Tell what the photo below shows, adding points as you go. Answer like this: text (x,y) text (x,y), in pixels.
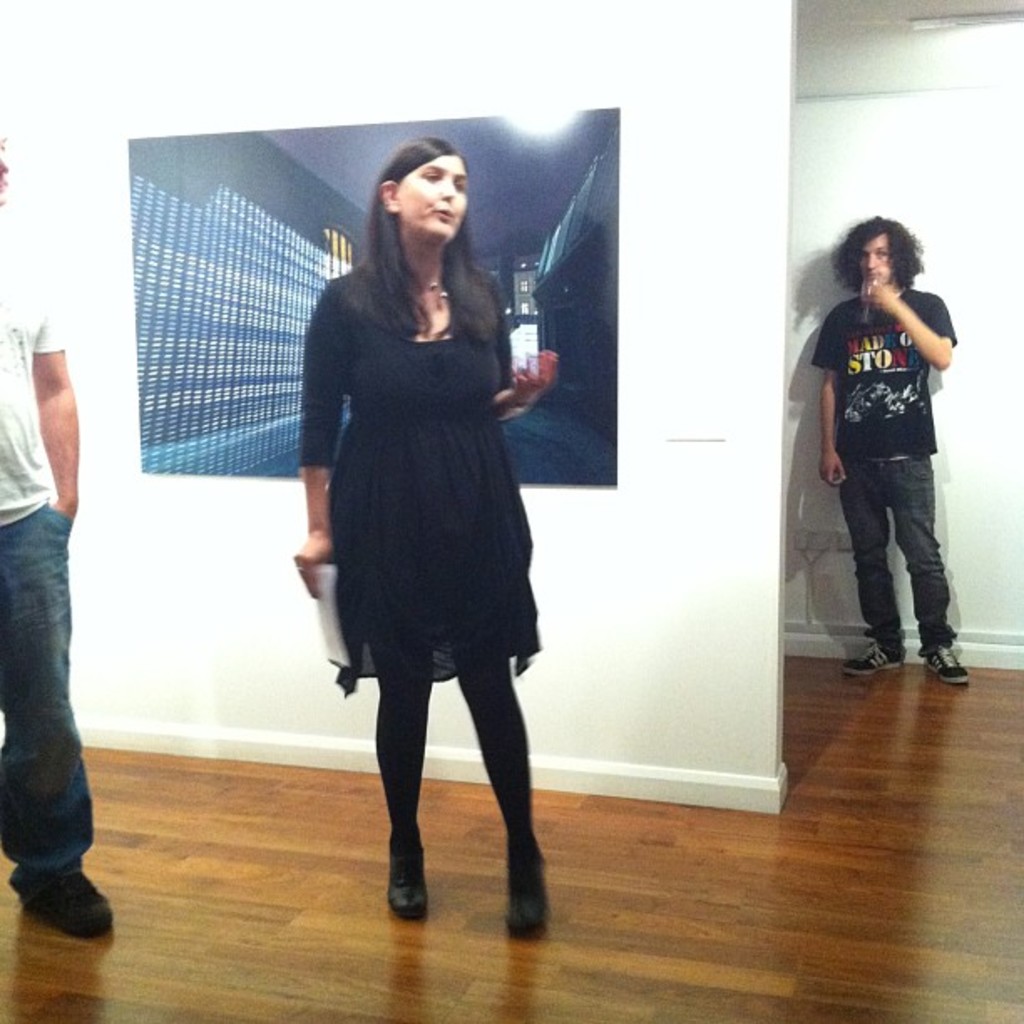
In the middle of the picture (438,507), we see the woman (438,465) in the black dress (395,455) is standing. She is trying to explain something and she is holding a paper (327,608) in her hand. Behind her, we see a white wall (674,374) on which the picture (395,126) is placed. On the left side (37,398), the man (33,343) in the white T-shirt (1,298) is standing. On the right side (879,441), we see the man (897,433) in the black T-shirt (880,405) is standing and he is holding the glass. Behind him, we see a white wall (866,184). At the bottom (304,934), we see the wooden floor (616,864).
